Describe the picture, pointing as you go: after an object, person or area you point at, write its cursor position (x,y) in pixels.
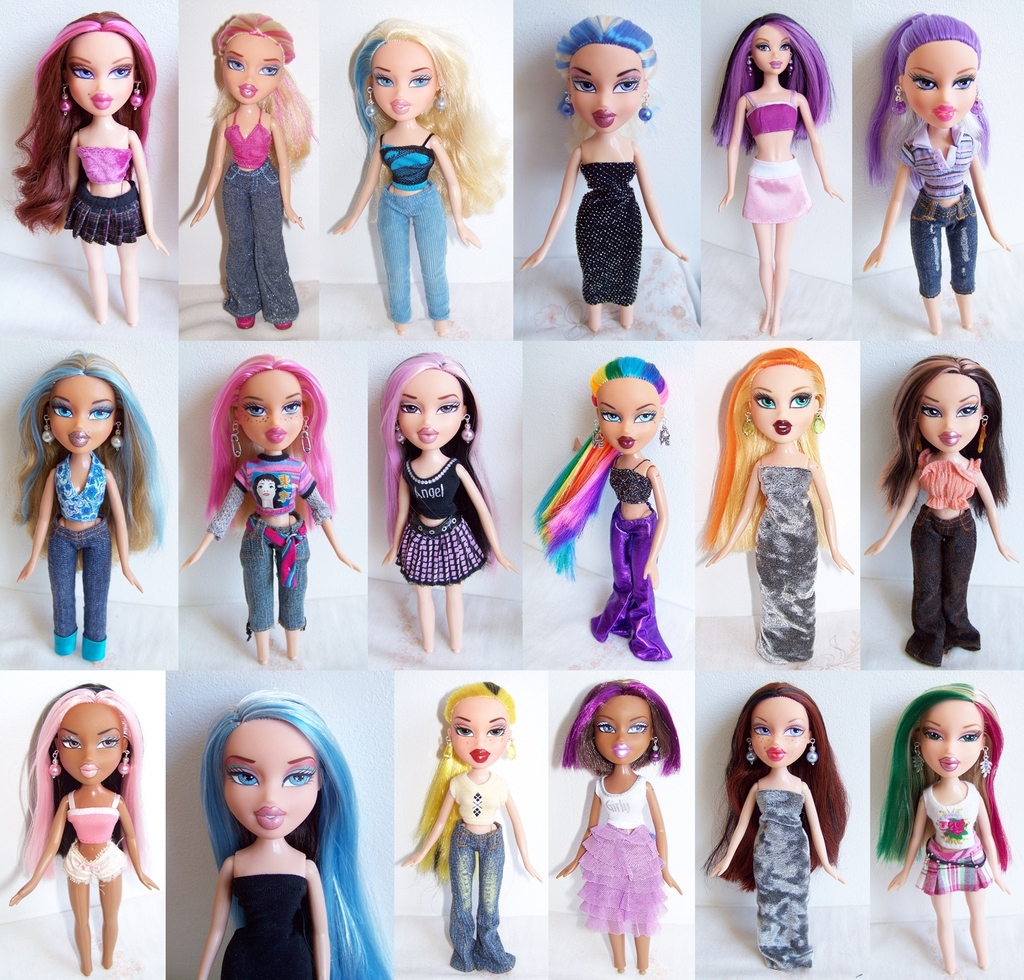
This image is a collage of Bratz toys (501,696) in different dresses (268,890).
